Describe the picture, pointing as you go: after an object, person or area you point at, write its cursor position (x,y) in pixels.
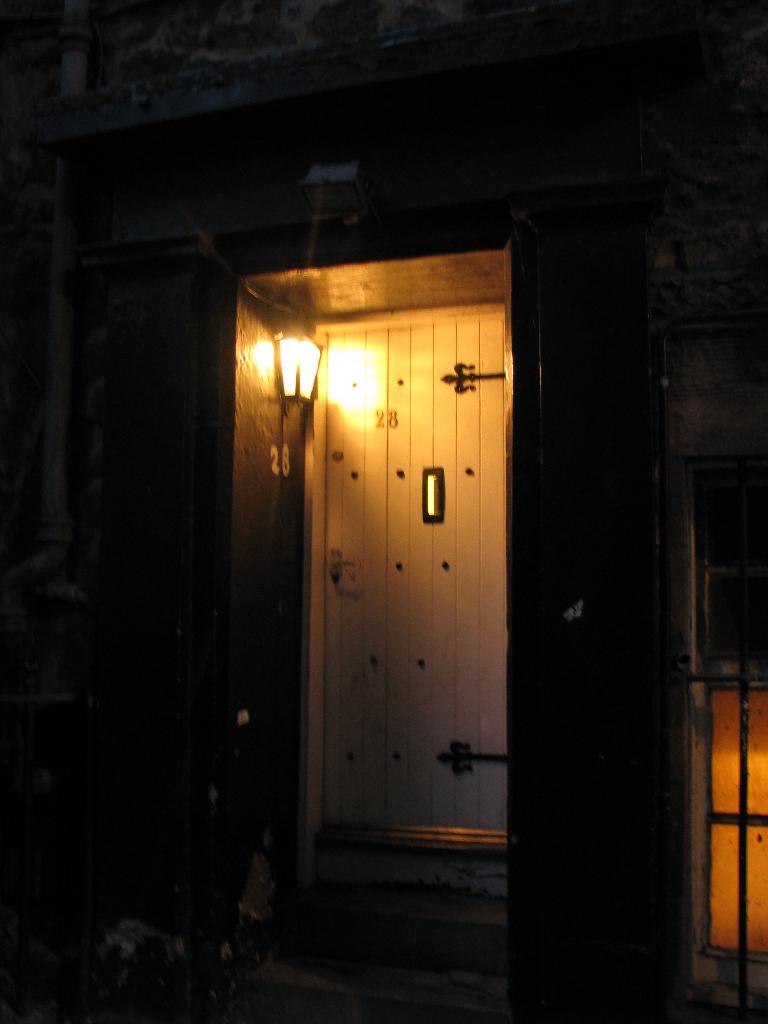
In this picture there is a building (440,448). In the foreground (397,345) there is a door (422,770) and there is a light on the wall (202,579). On the right side of the image (717,908) there is a window (713,892). On the left side of the image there is a pipe (74,56) on the wall (70,805). At the top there is a light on the wall (479,129).
